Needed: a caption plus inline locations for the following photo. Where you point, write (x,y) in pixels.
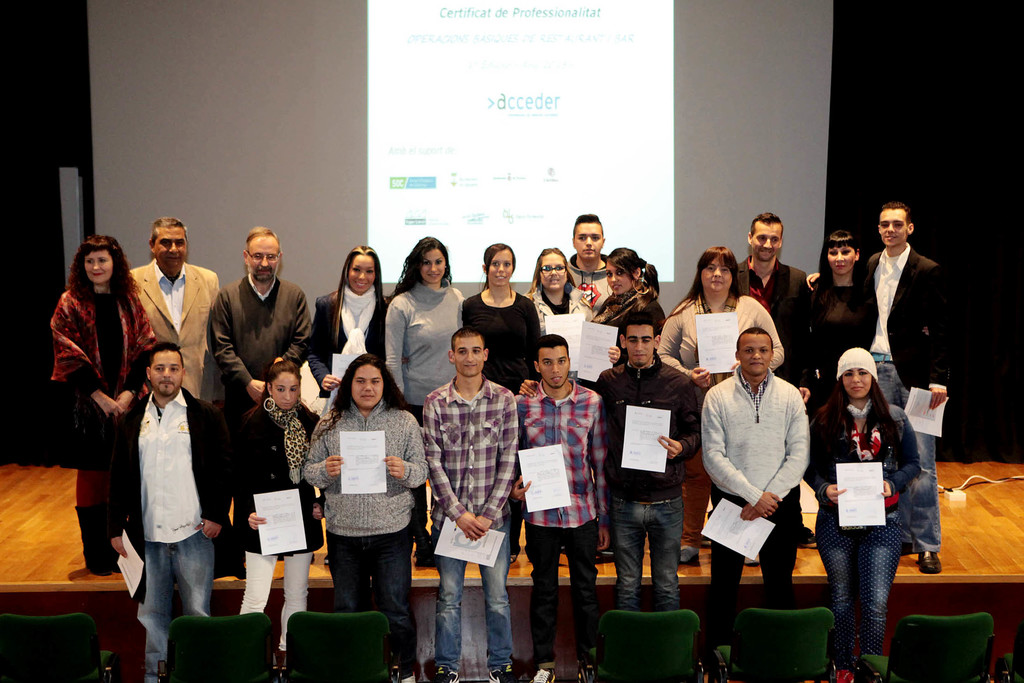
In the center of the image (565,314) we can see people (573,304) standing and holding papers (770,526) in their hands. At the bottom (342,655) there are chairs (804,657). In the background (633,174) there is a screen (644,168) and curtains (893,181).
